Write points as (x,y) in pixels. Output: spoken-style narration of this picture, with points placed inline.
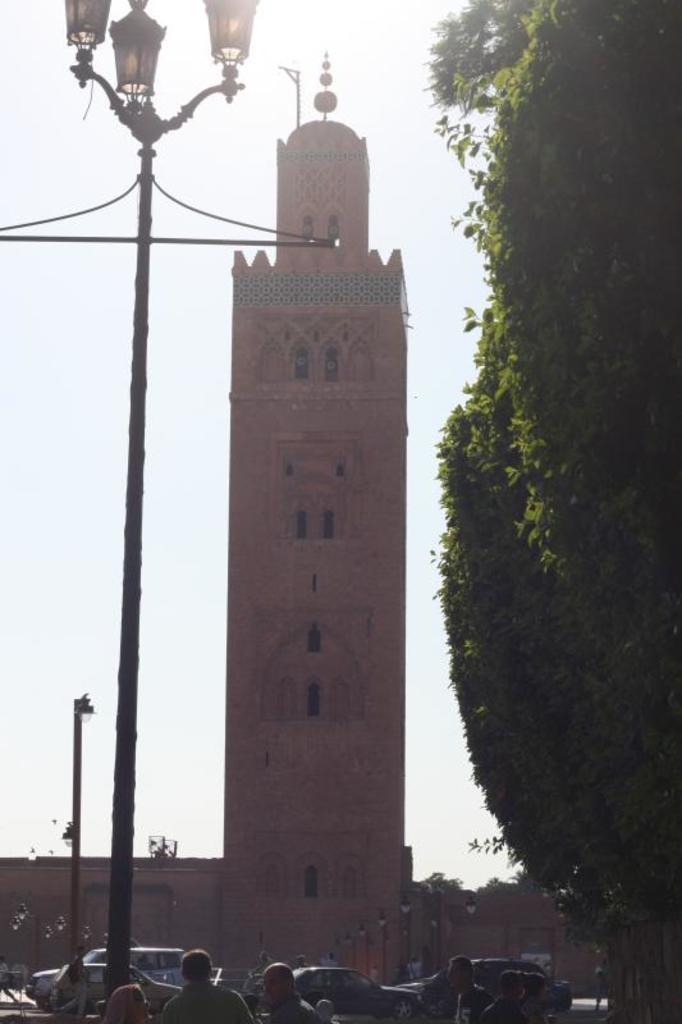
In the center of the image (356,661), we can see a building (301,810) and there are light poles (130,902), trees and there are vehicles (342,981) on the road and some people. At the top (270,140), there is sky (285,124).
